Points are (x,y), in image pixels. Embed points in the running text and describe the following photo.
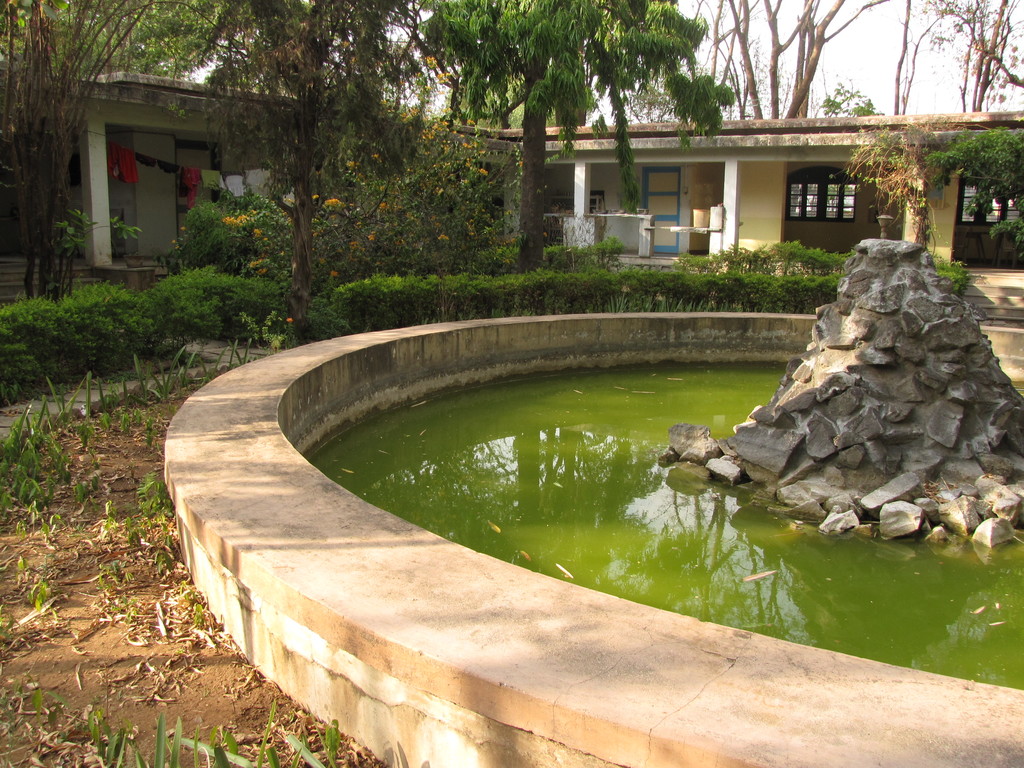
In the picture we can see a fountain (994,446) which is made up of rocks (850,270) and around it we can see the water (517,462), which is green in color and some construction (256,539) around it and behind it, we can see some grass plants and behind it, we can see some plants (404,148), house (810,168) with pillars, doors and windows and behind the house (591,203) we can see some trees (732,56) and sky (846,84).
